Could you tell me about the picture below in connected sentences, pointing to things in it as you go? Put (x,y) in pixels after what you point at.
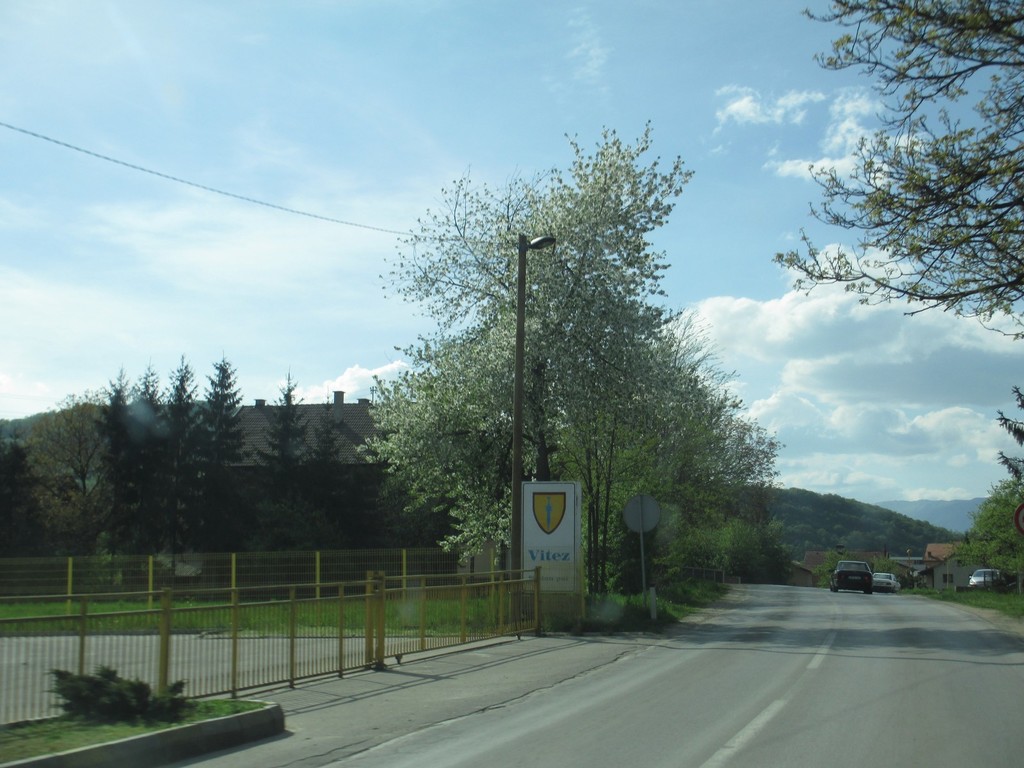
In the image we can a road (833,634). There are two cars (867,582) on road (863,594). On the right side (928,559) there is a house (968,571) and another car (991,578). On the background (825,509) there is a hill (841,514) covered with forest (834,545). On the left side of the road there is fencing (37,671), a street lamp (515,417), a sign pole (638,518) and some trees (634,491). On the left side (166,471) there are some trees (297,461) and behind the trees (298,446) there is a house (346,417) with red color rooftop (334,417) and on the top (333,79) there is a sky (508,113).
